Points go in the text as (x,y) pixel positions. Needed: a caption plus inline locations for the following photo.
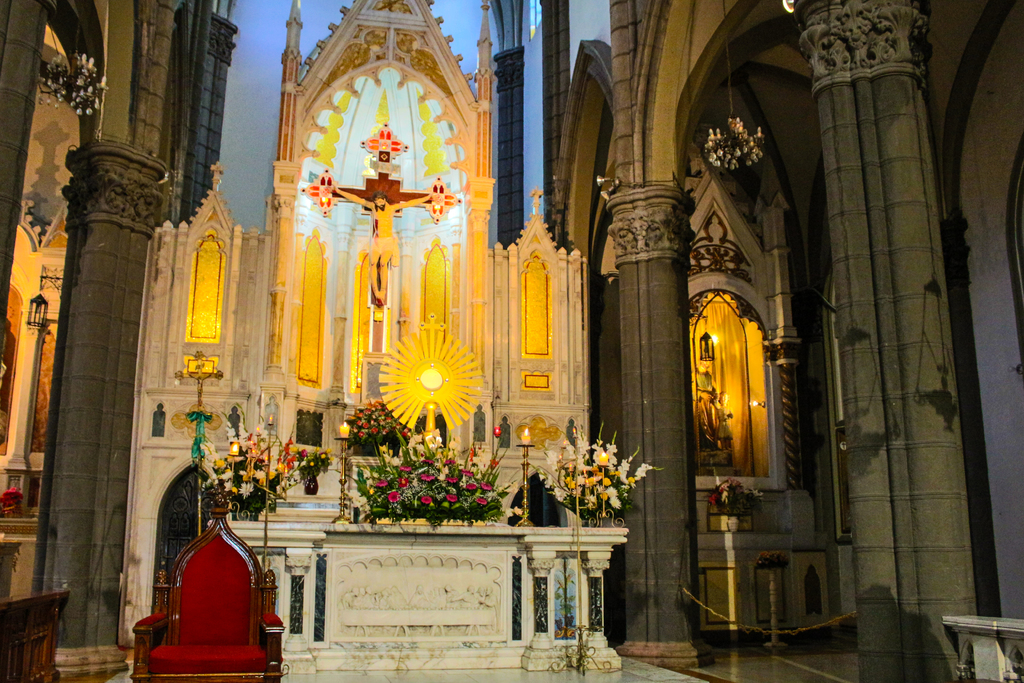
On the left side of the image (219,646) there is a chair (209,623). In the center (385,271) we can see the cross (380,215). At the bottom (592,612) there is an altar (541,559) and we can see flower bouquets (485,483). In the background (863,90) there are pillars (675,215), wall (528,162) and chandeliers (741,157).
